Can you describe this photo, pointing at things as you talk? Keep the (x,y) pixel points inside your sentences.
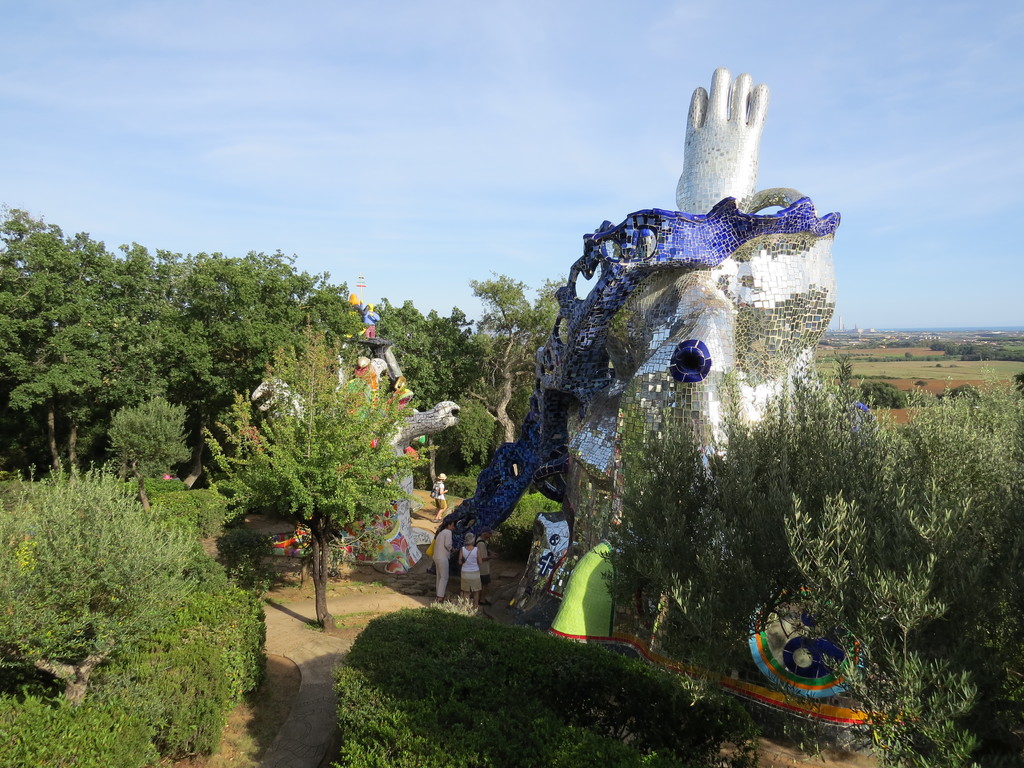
In this image we can see few people (487,564) and they are carrying some objects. There are few constructions (456,560). There is a walkway (498,574) in the image. There are many trees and plants (491,725) in the image. We can see the sky (467,208) in the image.
